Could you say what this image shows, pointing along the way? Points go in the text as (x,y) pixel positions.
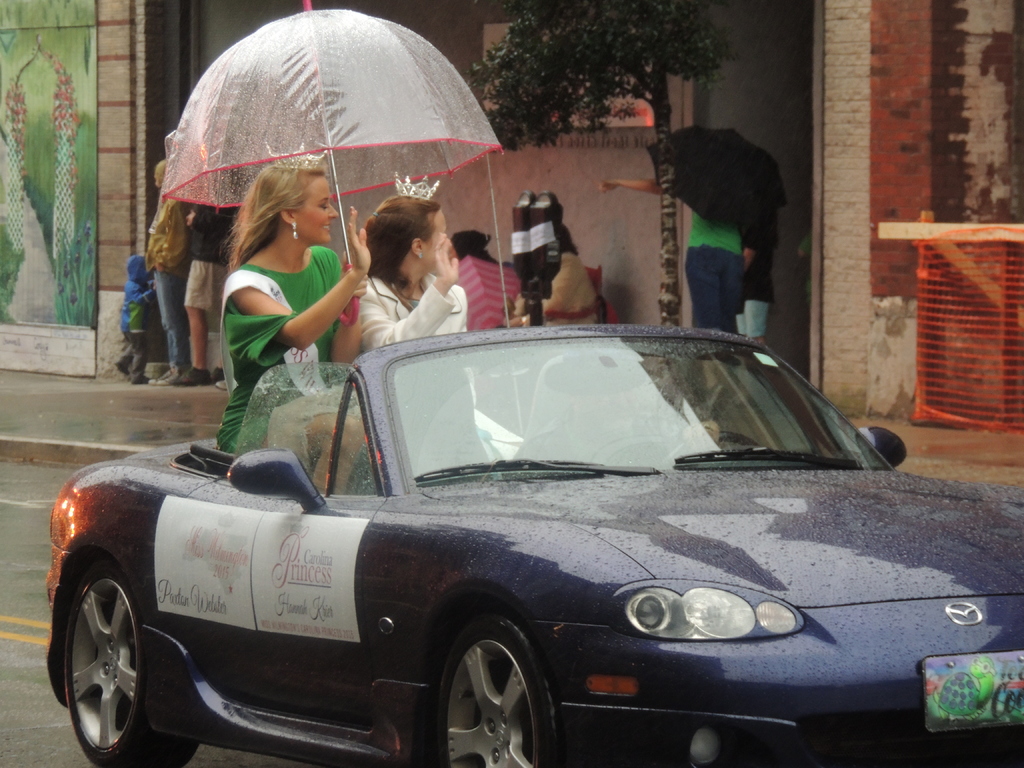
There is a car (478,591) moving on the road (15,467) and it is an open top car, two women (289,264) were sitting in the backseat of the car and they are holding an umbrella (385,122). On the right side (758,317) there is a footpath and some people (179,237) were standing beside the wall (530,155) on the footpath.
